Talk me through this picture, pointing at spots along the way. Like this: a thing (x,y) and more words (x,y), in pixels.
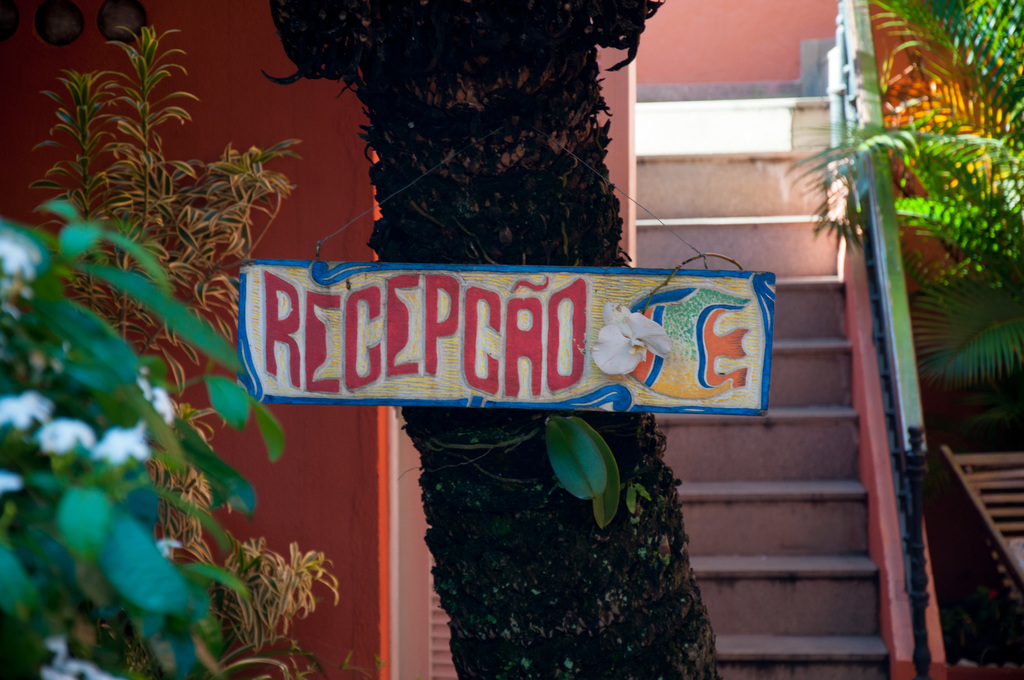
In this picture we can see a tree trunk (472,227) with a name board (473,314). On the left (196,442) and right side of the image (971,242), there are trees (4,330). Behind the tree trunk (522,448), there is a stair (748,212). In the bottom right corner of the image (1012,501), there is a wooden object (992,517).
